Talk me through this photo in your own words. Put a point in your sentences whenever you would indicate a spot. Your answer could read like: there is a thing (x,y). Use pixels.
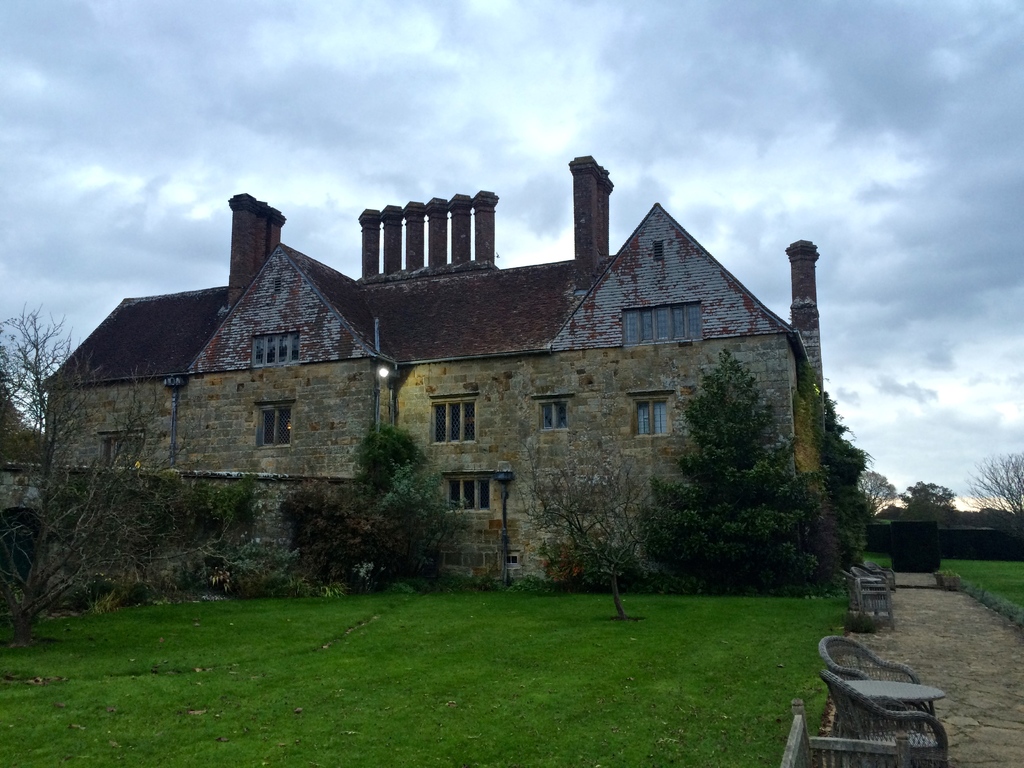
In this image, we can see a house (436,361) with windows (270,442), walls (322,441), pipes (396,417) and pillars (801,269). At the bottom (651,703), we can see a grass (578,726), benches (860,765), chairs (898,717) and tables (857,687). Here we can see so many trees (58,579). Background (847,185) there is a cloudy sky (563,141).
